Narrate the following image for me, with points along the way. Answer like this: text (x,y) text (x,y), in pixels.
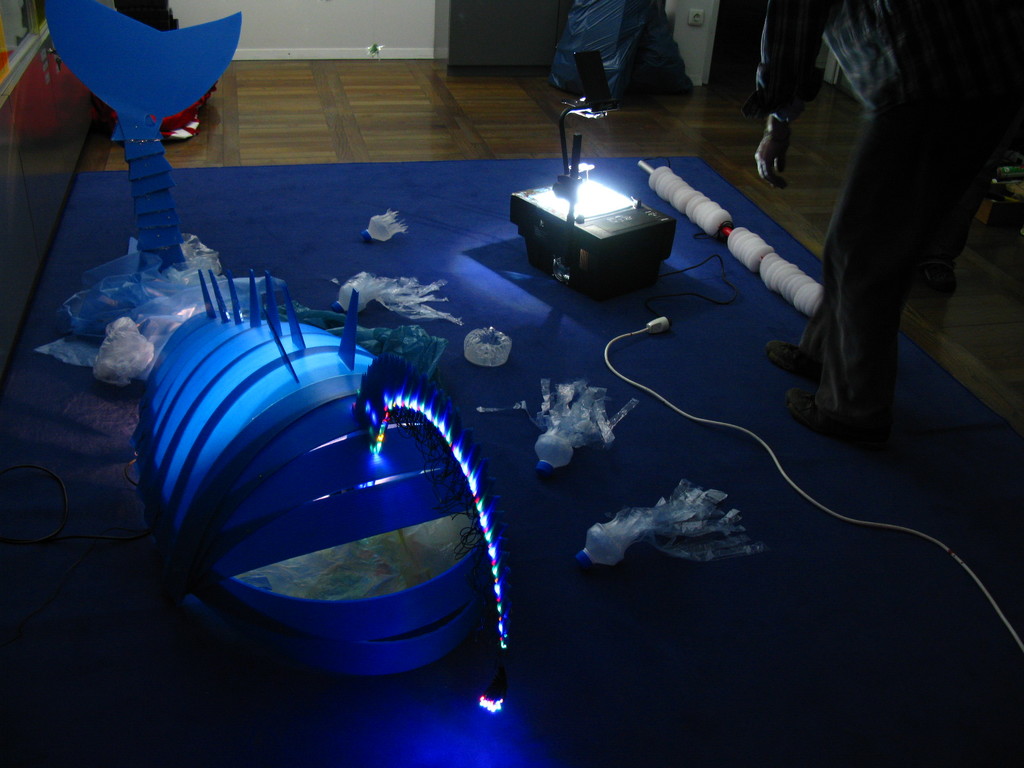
In this image, I can see a toy (232,356), light (621,283), cable (635,379) and few other objects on a mat (482,298). On the right side of the image (841,245), I can see the legs (945,222) of two persons (926,236) standing on the floor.
